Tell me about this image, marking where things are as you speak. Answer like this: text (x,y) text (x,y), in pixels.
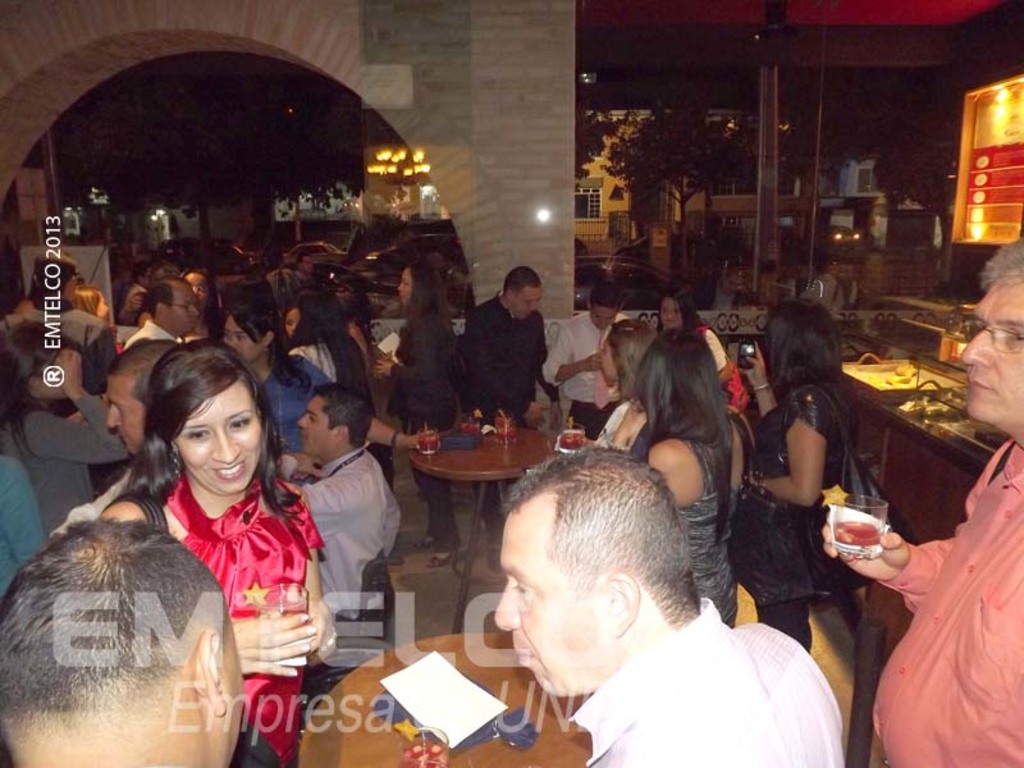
In this image I can see crowd (563,352), there are some tables (523,689), on the table (482,459) there are some glass (466,429), peoples (214,421) holding glasses (845,512) and there is arch (24,133) and text (50,226) visible on the left side (9,133), in the middle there is a building (634,157) and tree (646,154) and a light focus (1007,97) visible on the right side (1010,97).
